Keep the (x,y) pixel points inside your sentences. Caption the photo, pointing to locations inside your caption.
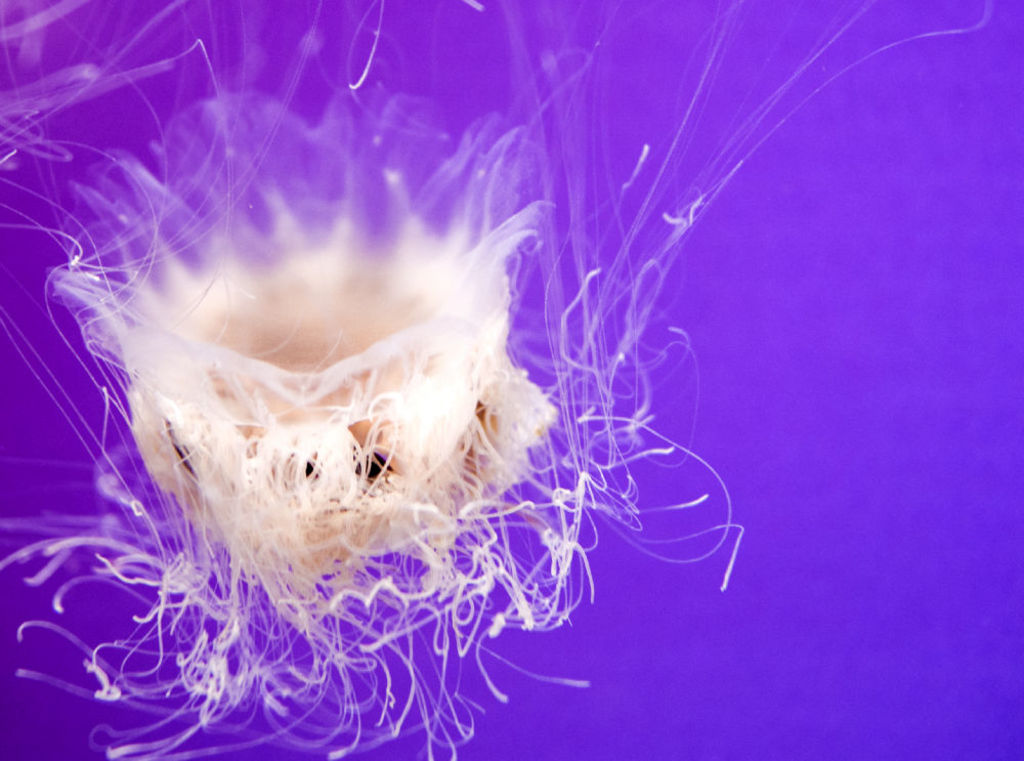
In this image, we can see jellyfish (387,385) on the violet background.
